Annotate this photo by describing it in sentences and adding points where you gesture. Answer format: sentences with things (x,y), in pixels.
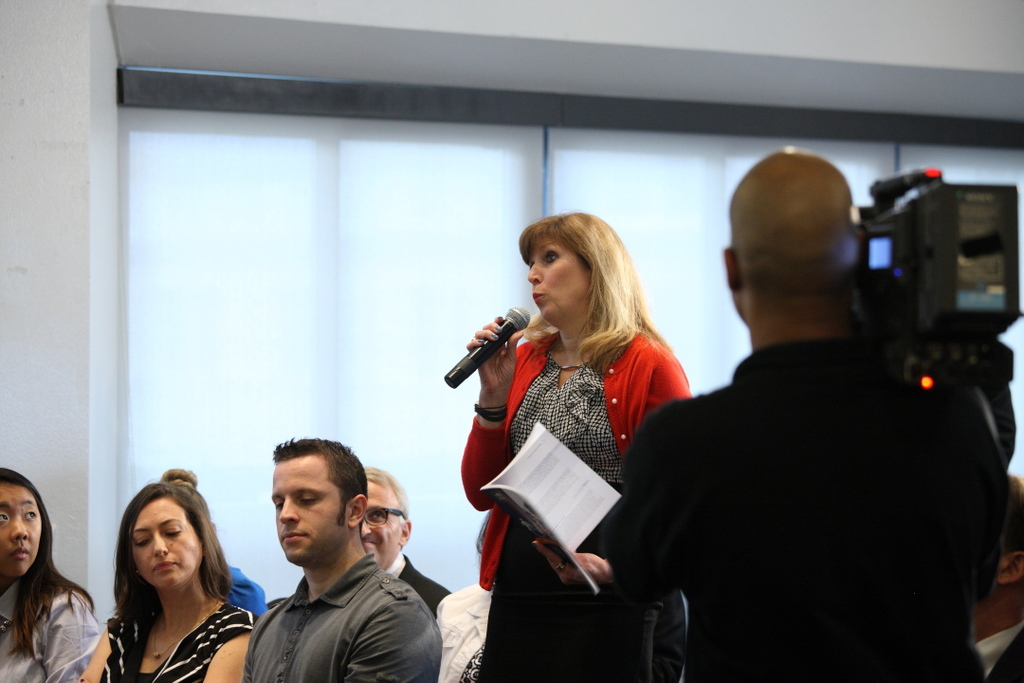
In this picture there is a woman (513,525) holding a book (508,489) and a mic (480,353) in her hands (498,335), standing and talking. There is a man (821,449) taking the video of it and some of the people (252,605) were sitting and listening to her. In the background (245,201) there is a wall (90,280) and Windows (327,218) here along with curtains (399,247).
